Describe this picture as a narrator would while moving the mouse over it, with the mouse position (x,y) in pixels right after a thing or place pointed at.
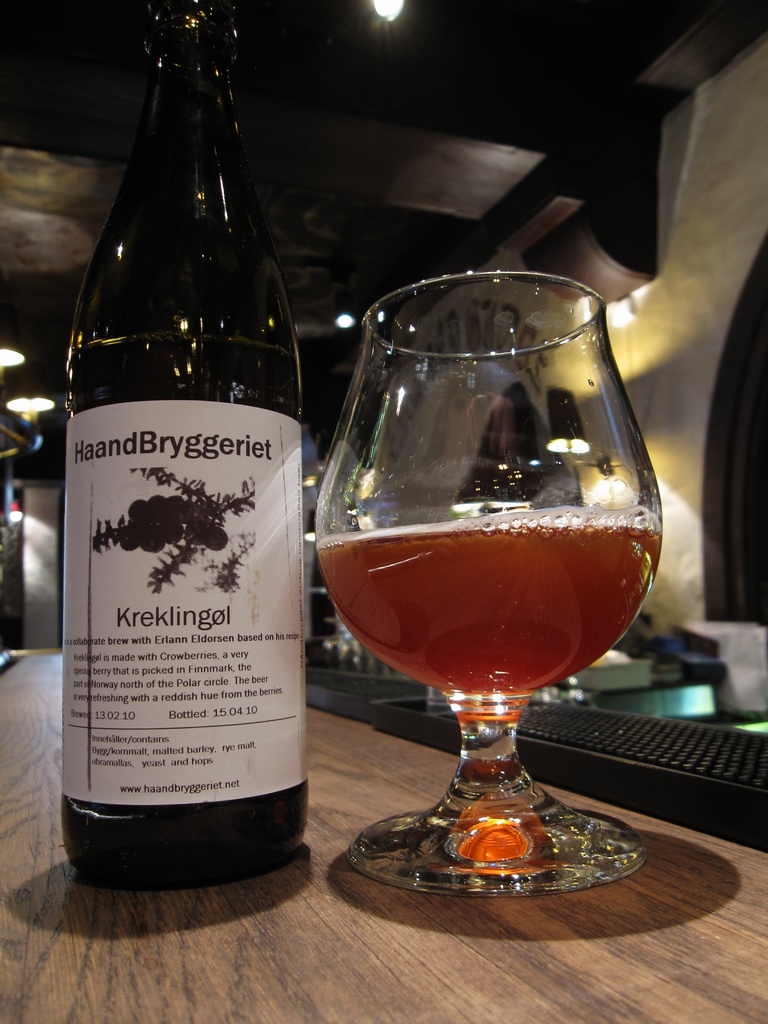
In this image we can see a bottle (226,264) with sticker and a glass (456,459) with drink (464,530) on the table (193,1017), and also we can see some other objects (616,742).
